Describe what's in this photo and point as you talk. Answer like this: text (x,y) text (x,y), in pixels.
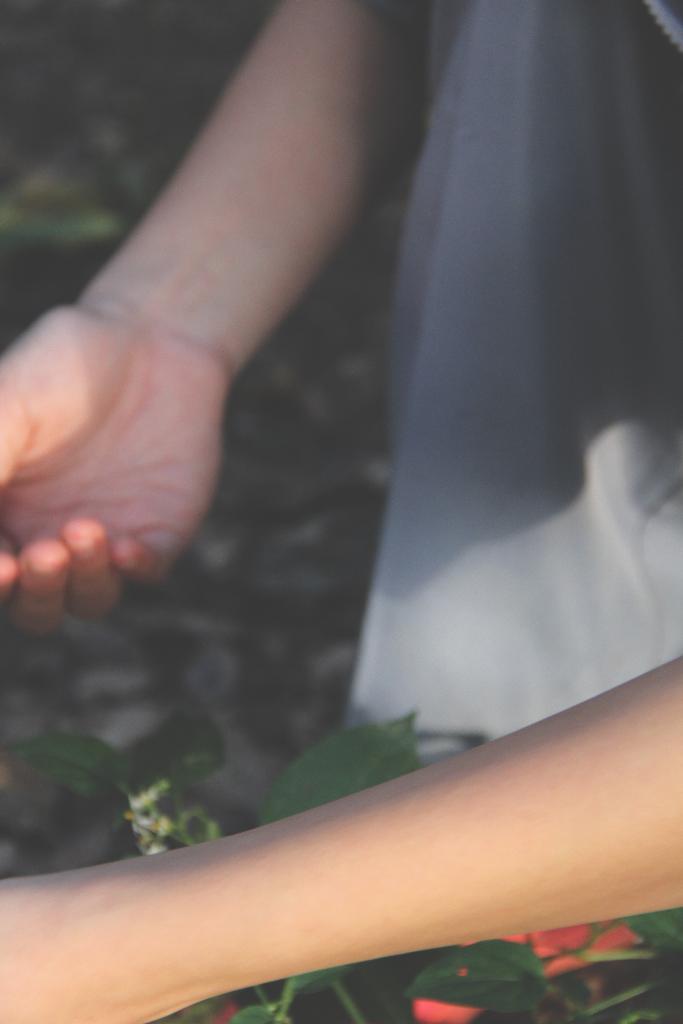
A human (462,725) is near the plant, this person (518,513) wore skirt (518,545).
